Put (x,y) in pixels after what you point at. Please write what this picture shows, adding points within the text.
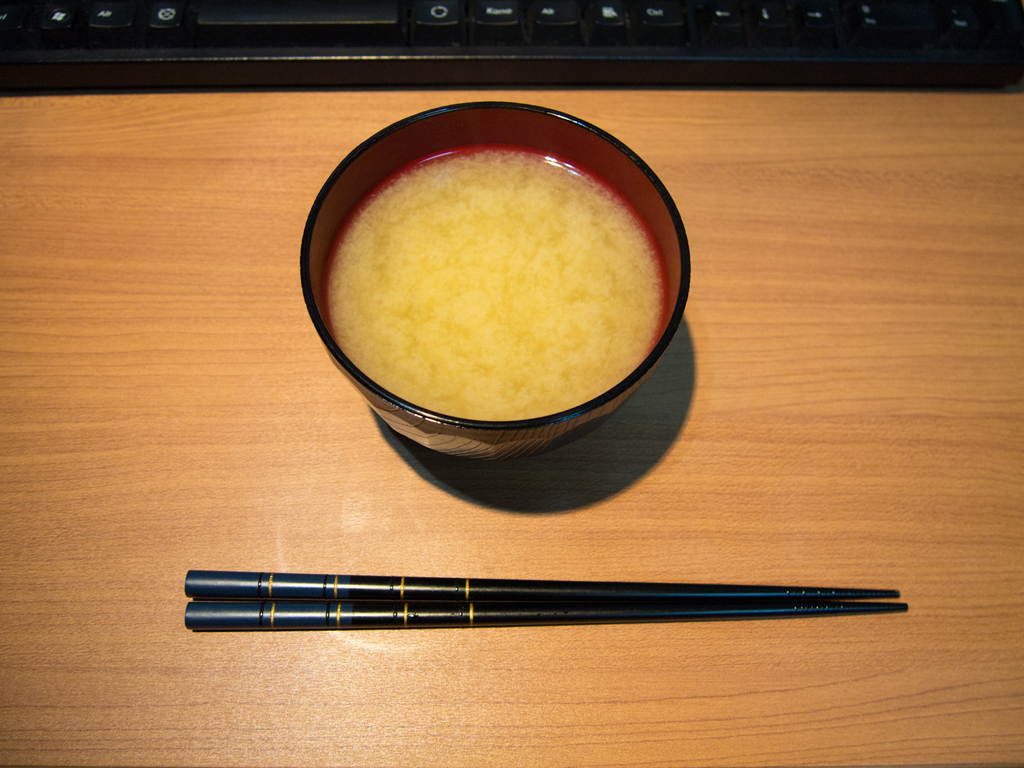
This is the picture of a table (440,460) on which there is a bowl (630,206), keyboard (81,57) and chopsticks (633,584).
